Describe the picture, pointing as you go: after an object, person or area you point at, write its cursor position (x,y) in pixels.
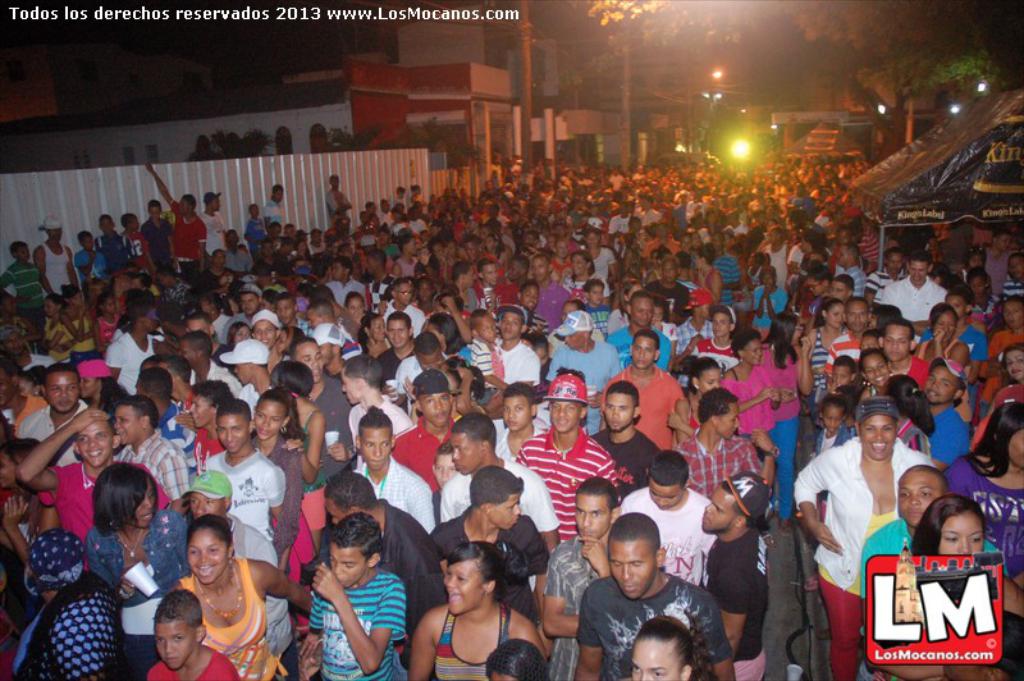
In this image I can see a group of people (576,417) are there, on the left side (14,186) there is an sheet (310,191). In the middle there are trees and houses (492,112), at the top (394,9) there is the water mark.
